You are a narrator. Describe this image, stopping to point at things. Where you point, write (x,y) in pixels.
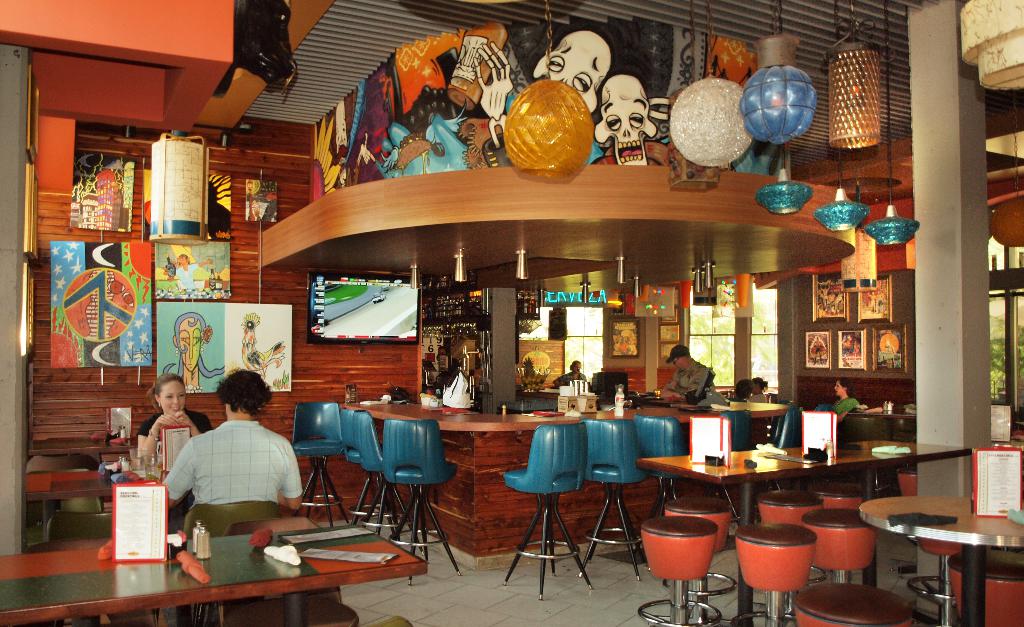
It's a picture of a cafe (706,209). On the left side (159,422) there is a women (180,414) who is smiling, in front of her there is another person (239,465) who is sitting on a chair (243,519). On right side (840,399) there are four persons (844,399). We can see on the walls (806,321), there are photo frames (874,334) here and here. On the top (589,101) we see a cartoons (479,72). In this room (106,469) there are so many table (76,482) and chairs (383,449). Here it's a window (731,347). There is a bottle (621,404) on the L-shaped desk (410,412).
